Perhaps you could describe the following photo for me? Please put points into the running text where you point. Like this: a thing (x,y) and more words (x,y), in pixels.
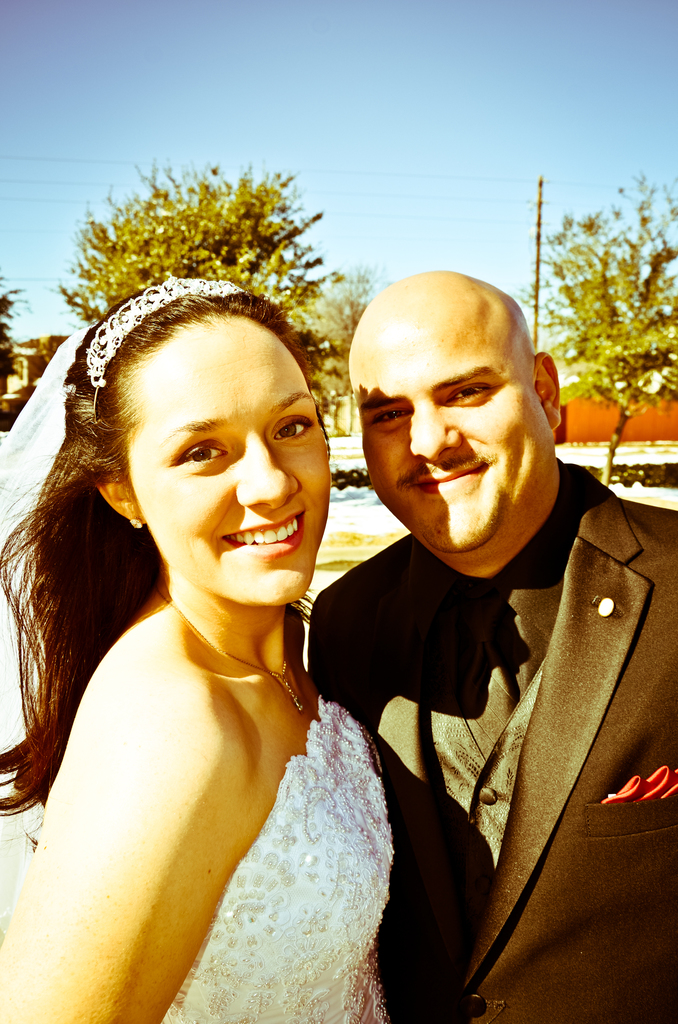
There is a couple (331,647) standing in front of the camera and posing for the photo, they are smiling and behind the couple (221,300) there are some trees (623,294) and wires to the pole (539,205), in the background (385,109) there is the sky (318,106).
